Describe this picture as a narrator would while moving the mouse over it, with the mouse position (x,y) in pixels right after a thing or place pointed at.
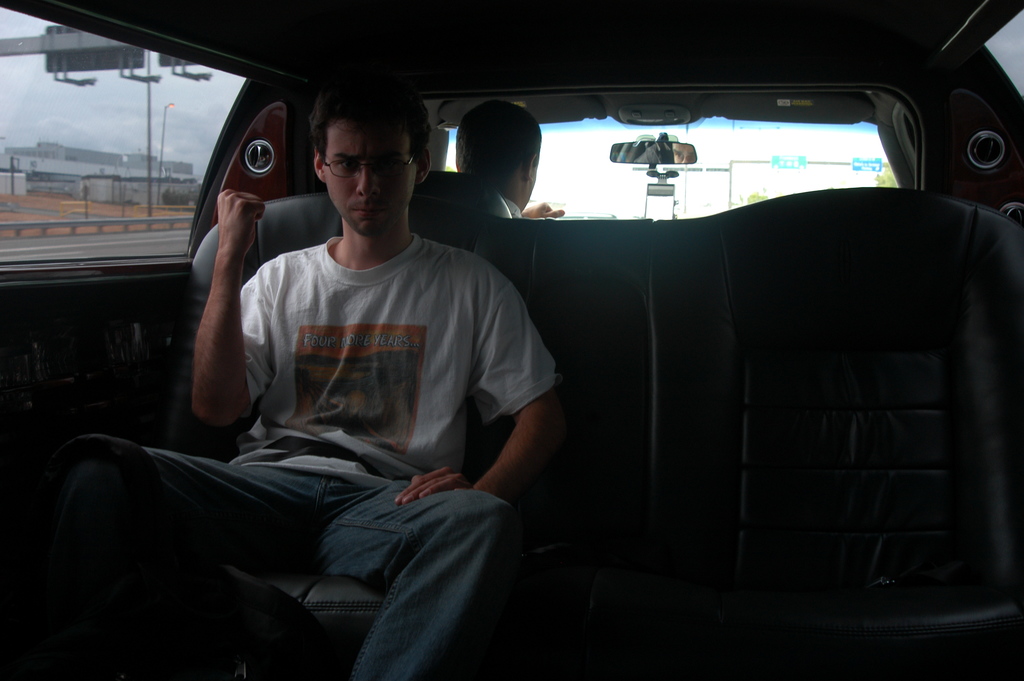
In this picture we can see a man (403,180) who is inside the vehicle (522,666). He has spectacles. This is road (173,252) and there is a pole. On the background (110,128) we can see a sky (135,119).
